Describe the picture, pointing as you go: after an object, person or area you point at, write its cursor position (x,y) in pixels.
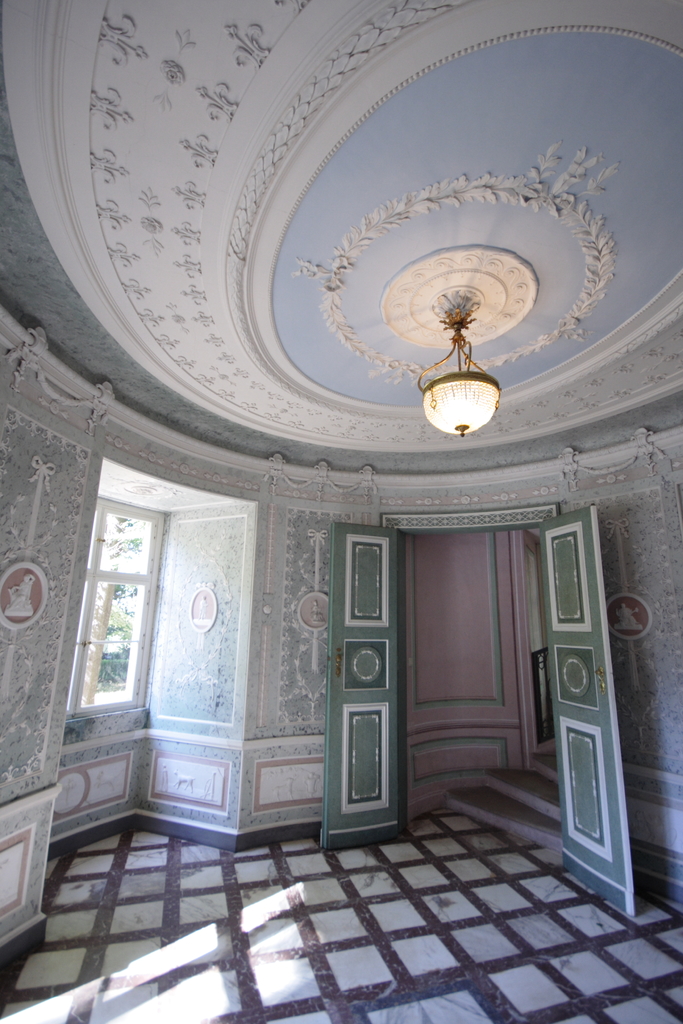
This picture shows an inner view of a building (490,732). We see a light (477,401) hanging to the roof (480,338) and we see doors (349,620) and a Window (117,655). We see designer carvings (368,502) on the wall (631,680) and roof (165,260).
